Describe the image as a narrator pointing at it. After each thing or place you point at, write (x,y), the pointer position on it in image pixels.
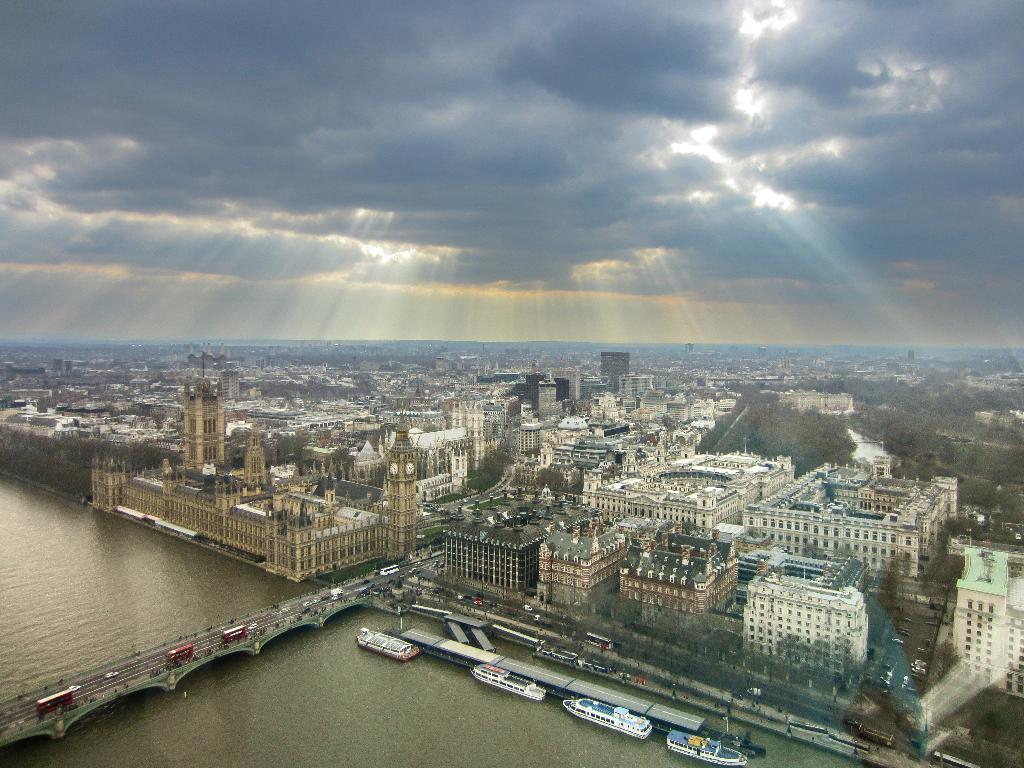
There is a river (211,682). On the river (211,682) there is a bridge (107,681). On the sides of the river (396,667) there are boats (588,710). There are many buildings (673,497). Also there is sky (454,160) with clouds (469,181).
